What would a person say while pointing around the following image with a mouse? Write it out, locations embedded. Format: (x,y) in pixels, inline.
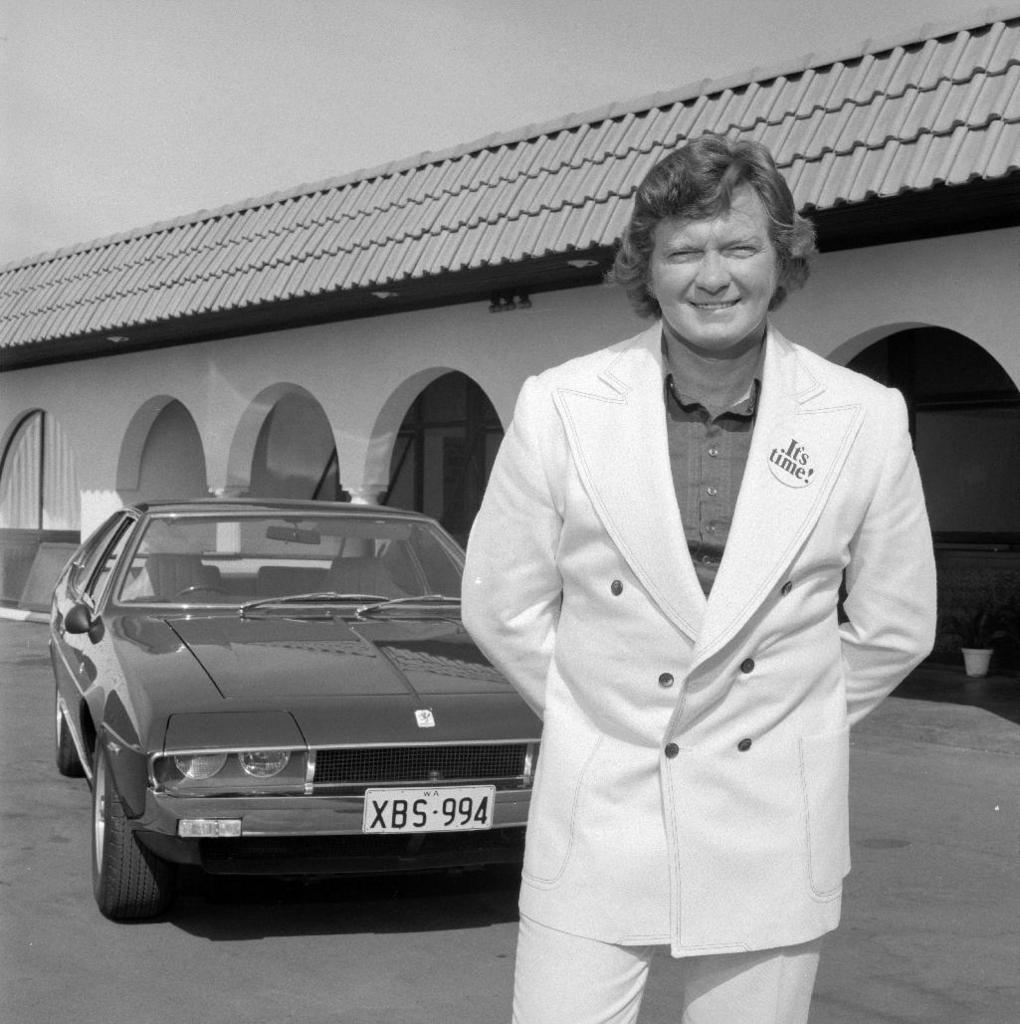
In this image we can see a person (727,671) standing. Behind the person (727,671) we can see a car (262,569) and a building (489,390). At the top (476,93) we can see the sky (392,28).
